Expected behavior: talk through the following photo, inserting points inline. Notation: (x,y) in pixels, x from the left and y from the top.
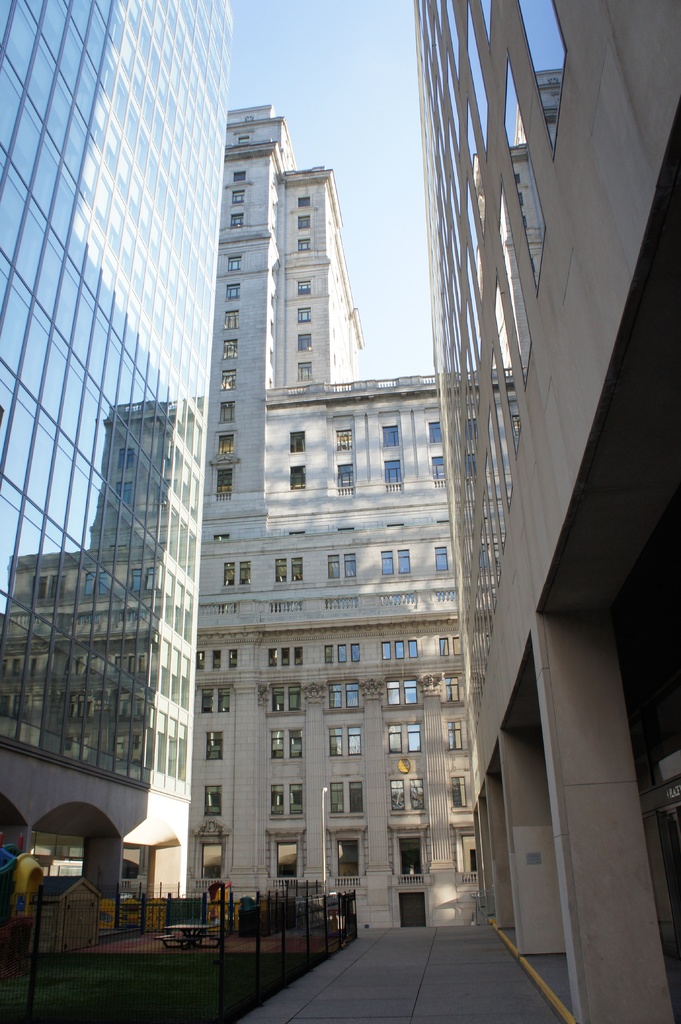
In this image I can see few buildings (304,208) in white and cream color. I can also see the fencing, background the sky (390,131) is in blue color.
